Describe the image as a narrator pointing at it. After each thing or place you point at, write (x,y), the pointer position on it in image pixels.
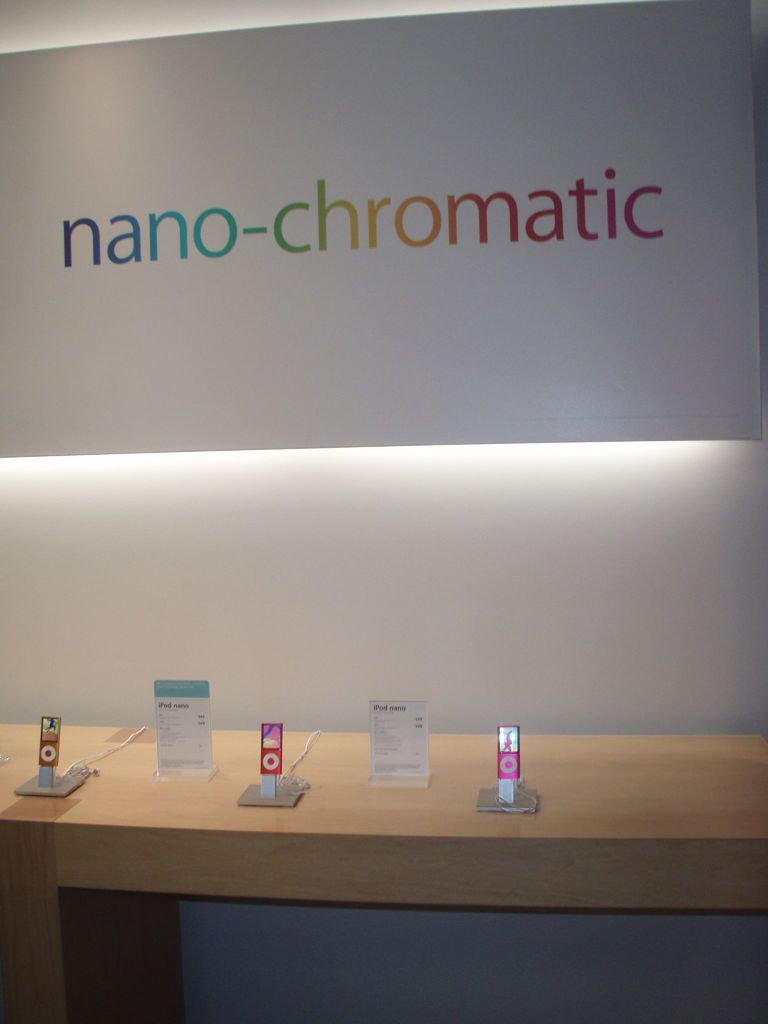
Three iPod nanos (43,759) placed on a table (562,792) for the display purpose. There are price badges (165,743) beside them. There is board (244,435) titled "nano chromatic" in the background (682,331).
